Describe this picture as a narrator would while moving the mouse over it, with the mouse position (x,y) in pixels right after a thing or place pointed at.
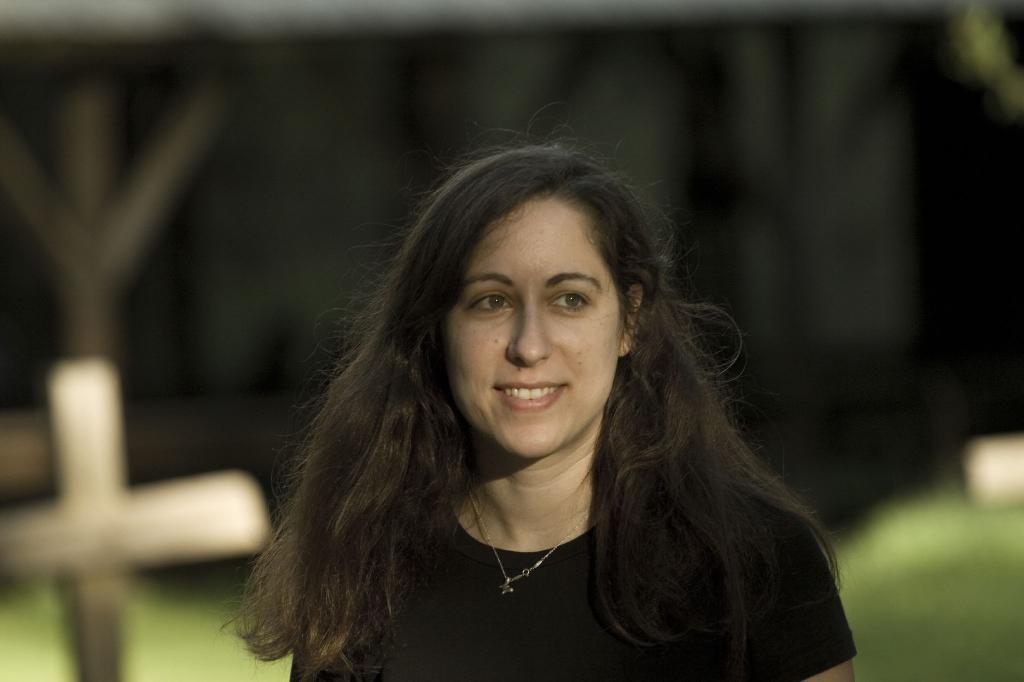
In the image we can see a woman (635,433) wearing clothes (725,644), neck chain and the woman (651,614) is smiling. Here we can see the cross symbol (178,523) and the background (695,133) is blurred.
